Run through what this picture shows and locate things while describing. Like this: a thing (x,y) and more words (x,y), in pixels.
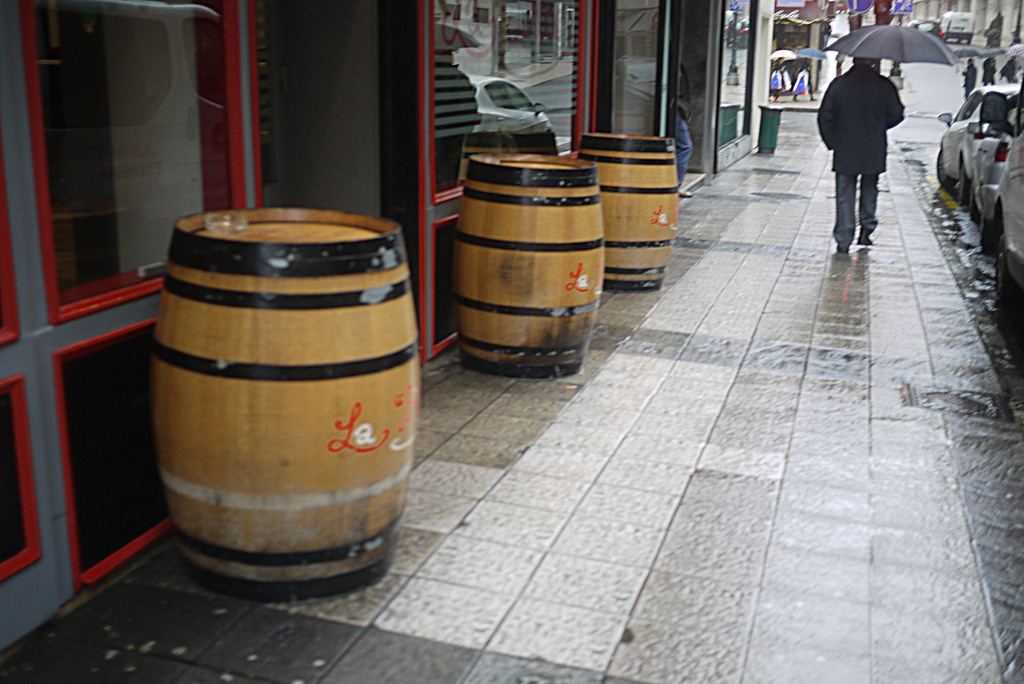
In this image, in the middle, we can see a man (840,123) walking under the umbrella (881,50). On the right side (979,147), we can see some cars (979,127). On the left side (222,457), we can see three drums (524,293) and a building (415,71), glass window (499,146). In the glass window (499,146), we can also see a mirror image (513,95) of a person (454,160) walking under the umbrella (454,28), car (503,114) which is moving the road (544,99). In the background (783,69), we can see a group of people (966,83) walking under the umbrella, vehicles (954,39), footpath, hoardings (904,0), building (1010,34).
